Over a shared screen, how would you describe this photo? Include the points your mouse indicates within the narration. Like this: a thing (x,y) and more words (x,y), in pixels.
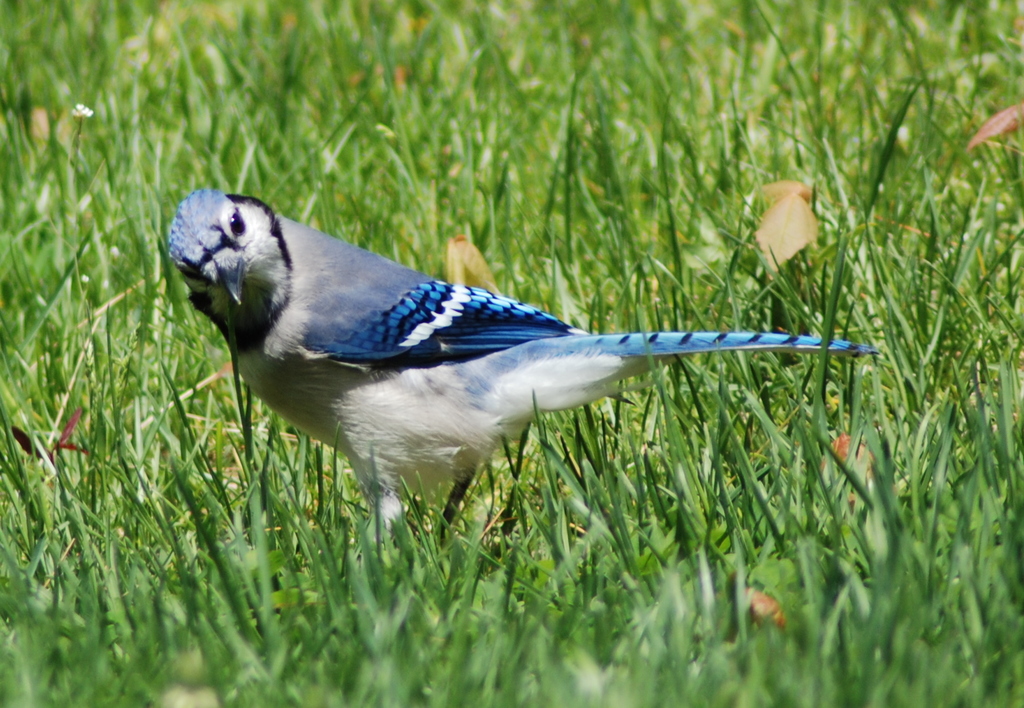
In this image there is a bird (440,288) standing on the ground (476,243). There is a grass (365,55) on the ground (423,498).
